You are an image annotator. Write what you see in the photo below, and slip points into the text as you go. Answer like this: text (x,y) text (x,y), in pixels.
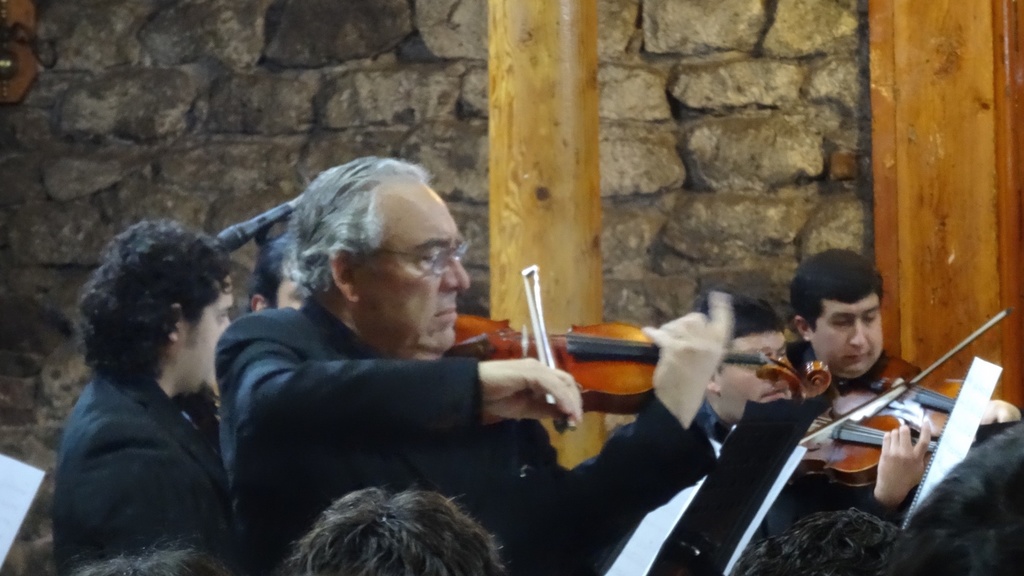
there is room (364,362) and the group of people (737,387) are there and two persons (820,346) they are playing the violin (741,358) and another two persons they are staring and all persons (683,377) are wearing the black coat (434,368) and one person (431,339) is wearing the glasses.
